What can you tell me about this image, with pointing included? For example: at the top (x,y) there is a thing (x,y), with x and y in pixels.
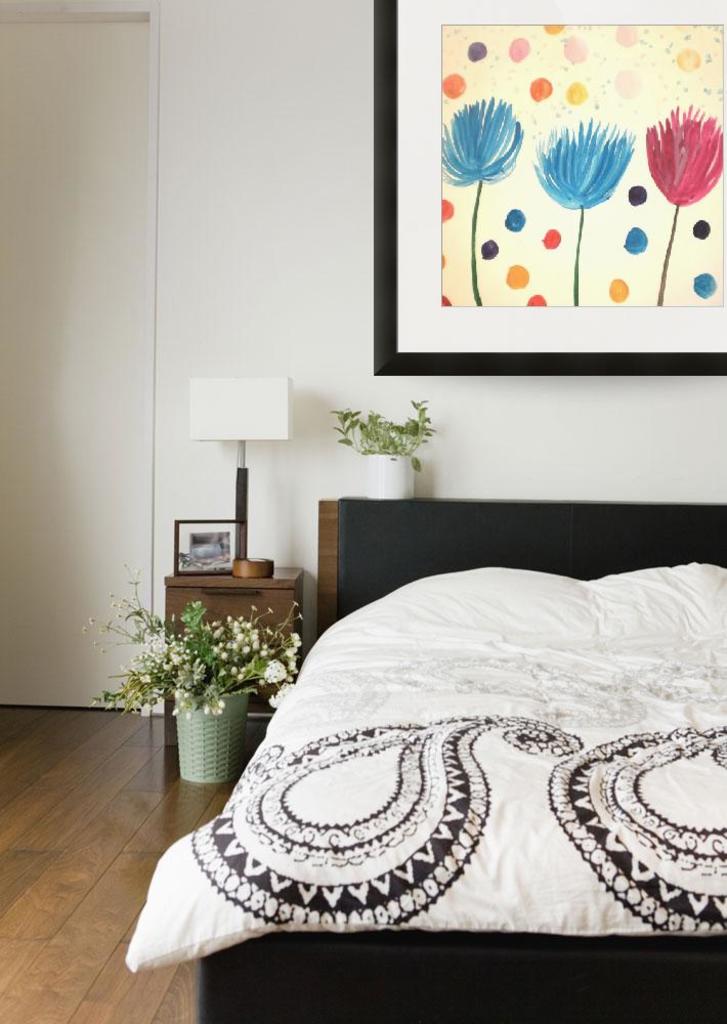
In this picture we can see a bed (243,858), this is the floor (138,826). And there is a plant (206,669). And on the wall (282,191) there is a frame (566,174) with flowers (570,180). This is the table (279,600), there is a lamp (267,430). And this is the frame (229,549) on the table (269,598).
